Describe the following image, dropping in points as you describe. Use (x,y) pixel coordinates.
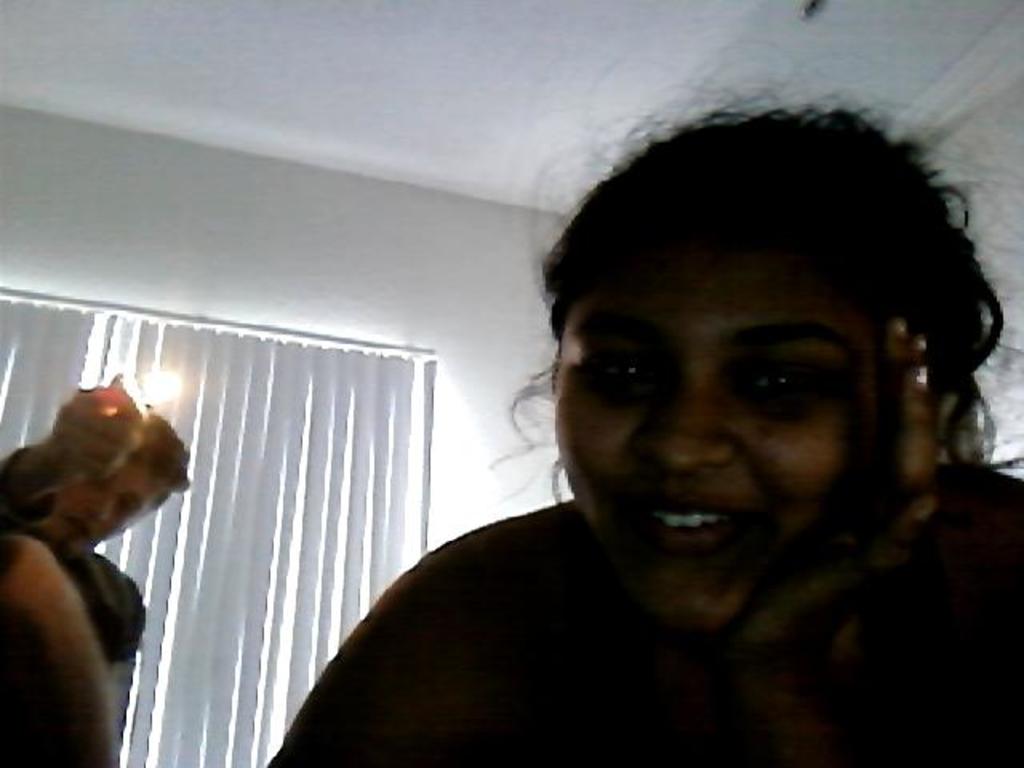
This is an inside view of a room (632,124). On the right side (777,441), I can see a woman (705,549) smiling and giving pose for the picture. On the left side (64,640), I can see a man (95,539). In the background (277,480), I can see a white color curtain (318,456) to the wall (306,222).
